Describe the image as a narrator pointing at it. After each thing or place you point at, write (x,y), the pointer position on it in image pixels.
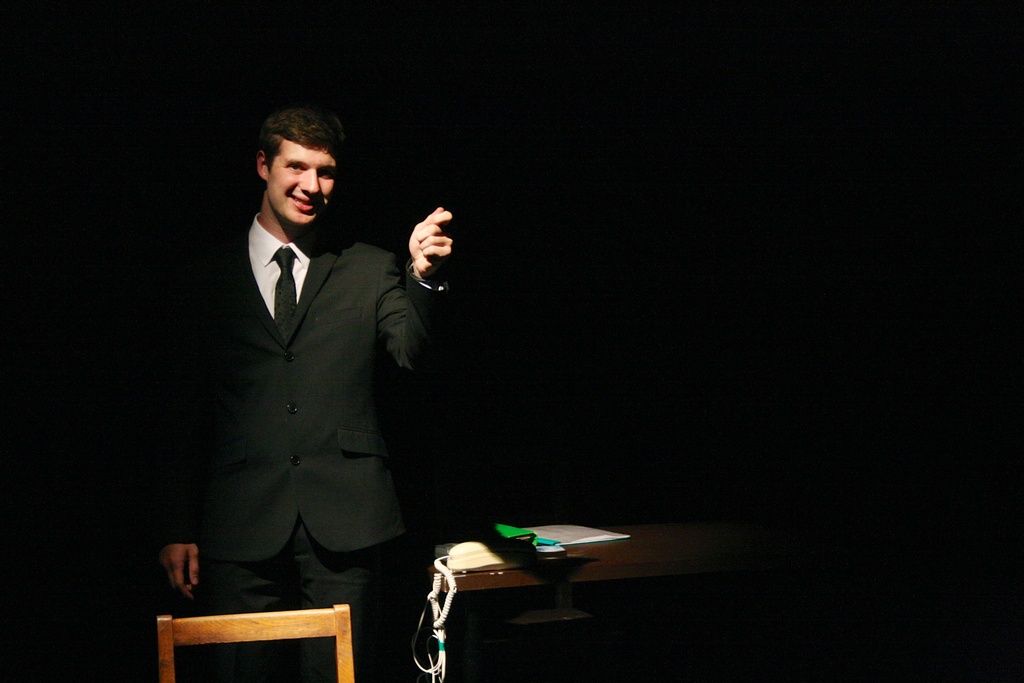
In this picture we can see man (265,390) wore blazer (253,300), tie (293,257) smiling and standing and beside to him we can see telephone (484,551), some book (562,536) on table (587,552) and background (29,62) it is dark.
